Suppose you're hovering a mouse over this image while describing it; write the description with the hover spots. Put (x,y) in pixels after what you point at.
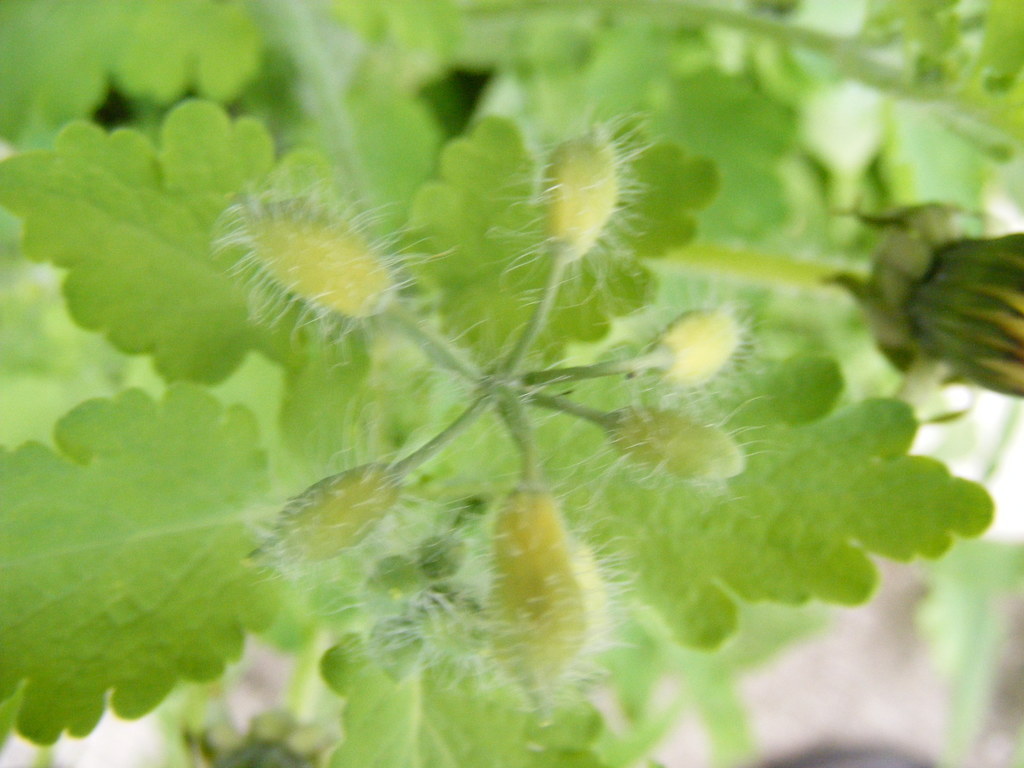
In this image, we can see leaves (838,236) and buds (380,485).
